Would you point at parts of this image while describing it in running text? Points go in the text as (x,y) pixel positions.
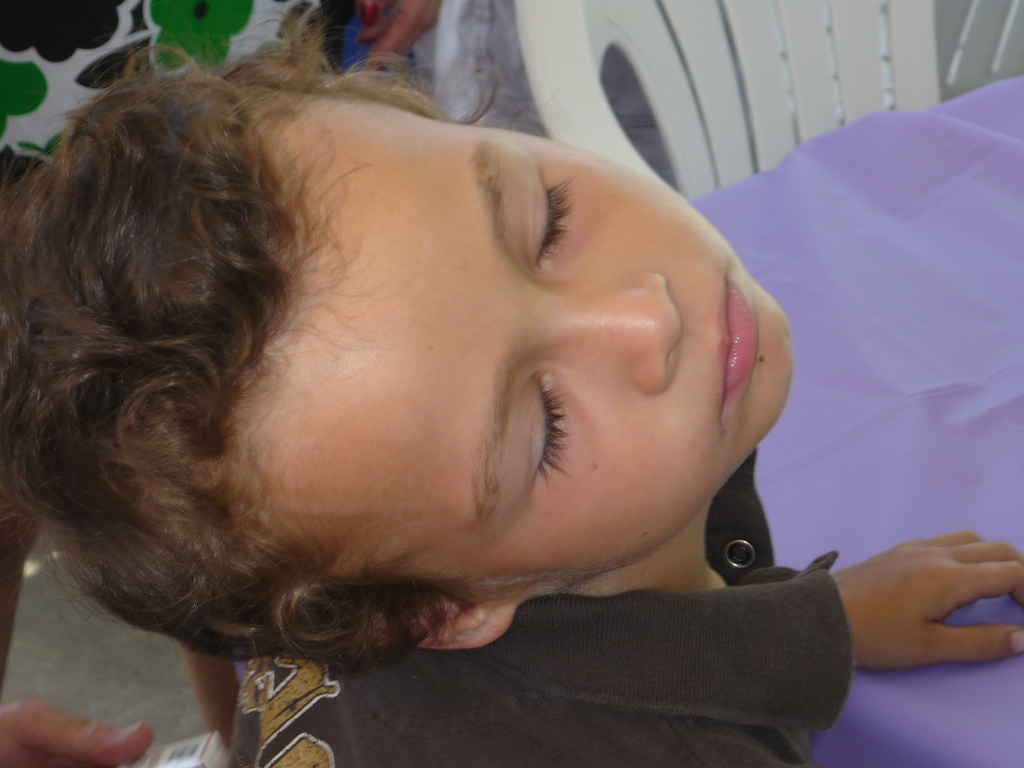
This picture shows a boy (647,178) closing his eyes (555,383) and he wore a black shirt (593,604) and we see a chair (588,123) and a table (915,325) and we see couple of human hands (399,30) on the side.
